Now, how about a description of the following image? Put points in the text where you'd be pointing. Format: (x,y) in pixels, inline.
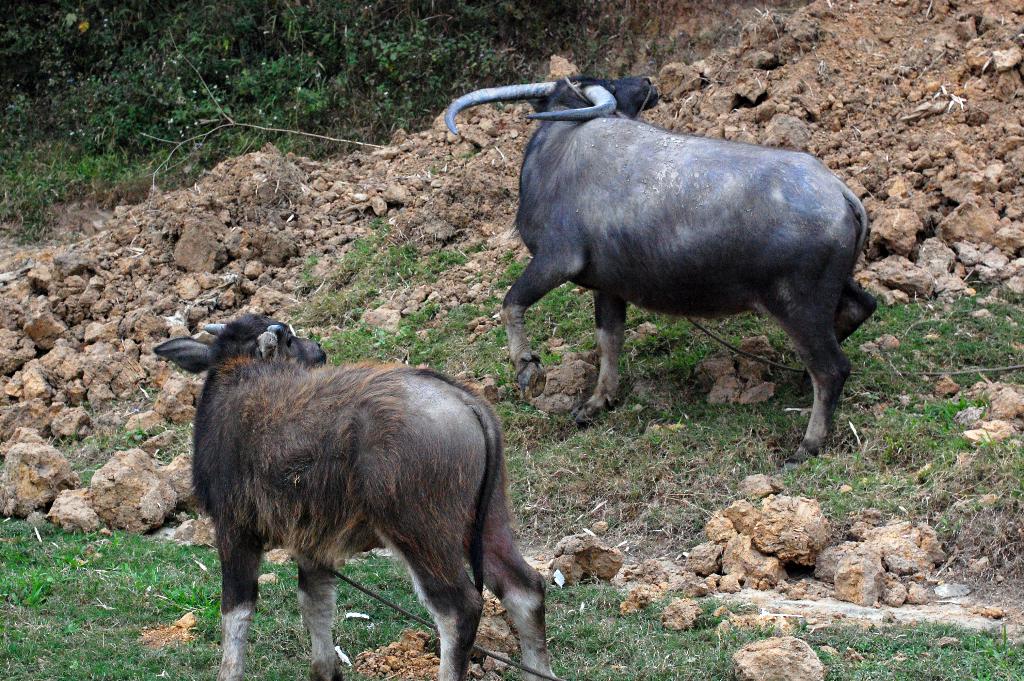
In this image there are two buffaloes (357,553). At the bottom of the image (173,595) there is grass (122,598) and we can see rocks (499,188).
